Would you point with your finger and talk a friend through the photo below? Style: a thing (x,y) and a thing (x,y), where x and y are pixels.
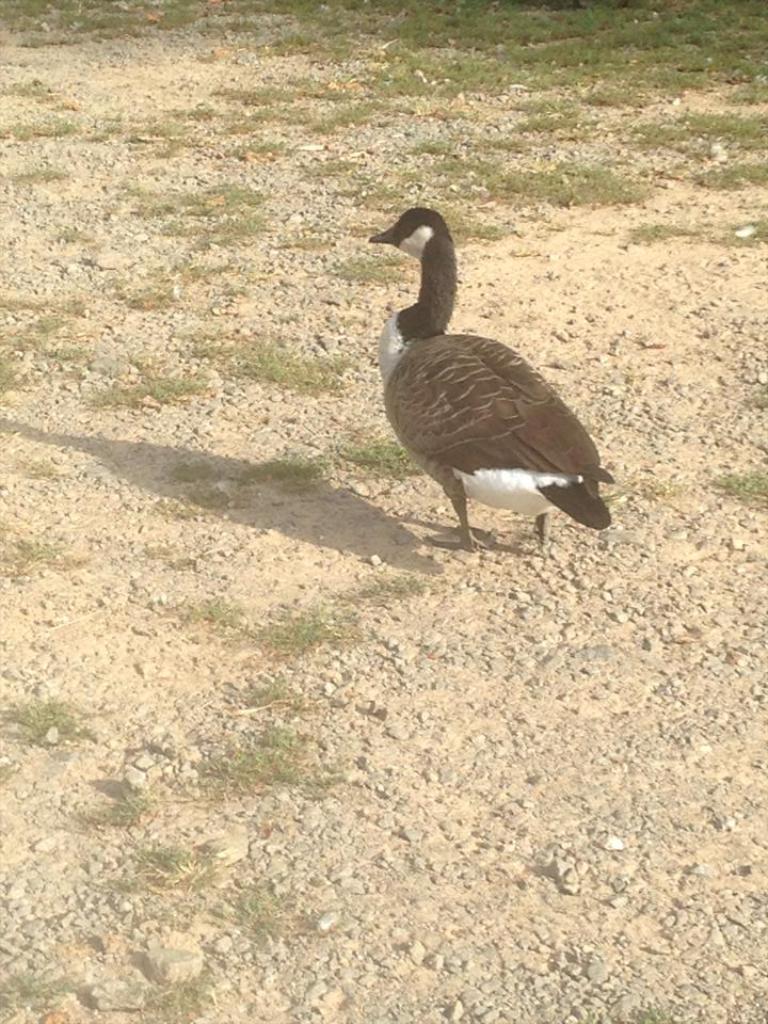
In this image there is a Canada goose bird (491,416) standing on the surface (528,279), in front of the bird (430,407) there is grass (503,84).
